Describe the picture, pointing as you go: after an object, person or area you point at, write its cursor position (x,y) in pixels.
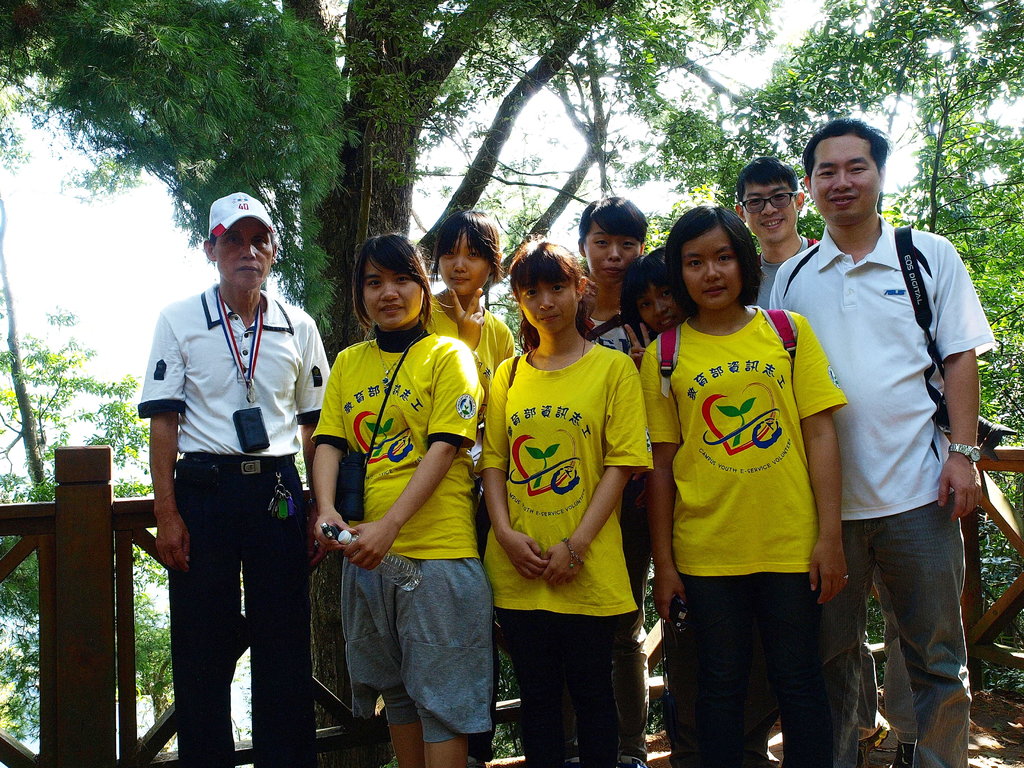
There are persons (636,216) in different color dresses (863,273), some of them are smiling, standing near wooden fencing (50,512). In the background (1023,382), there are trees (929,138) and there is sky (85,233).
